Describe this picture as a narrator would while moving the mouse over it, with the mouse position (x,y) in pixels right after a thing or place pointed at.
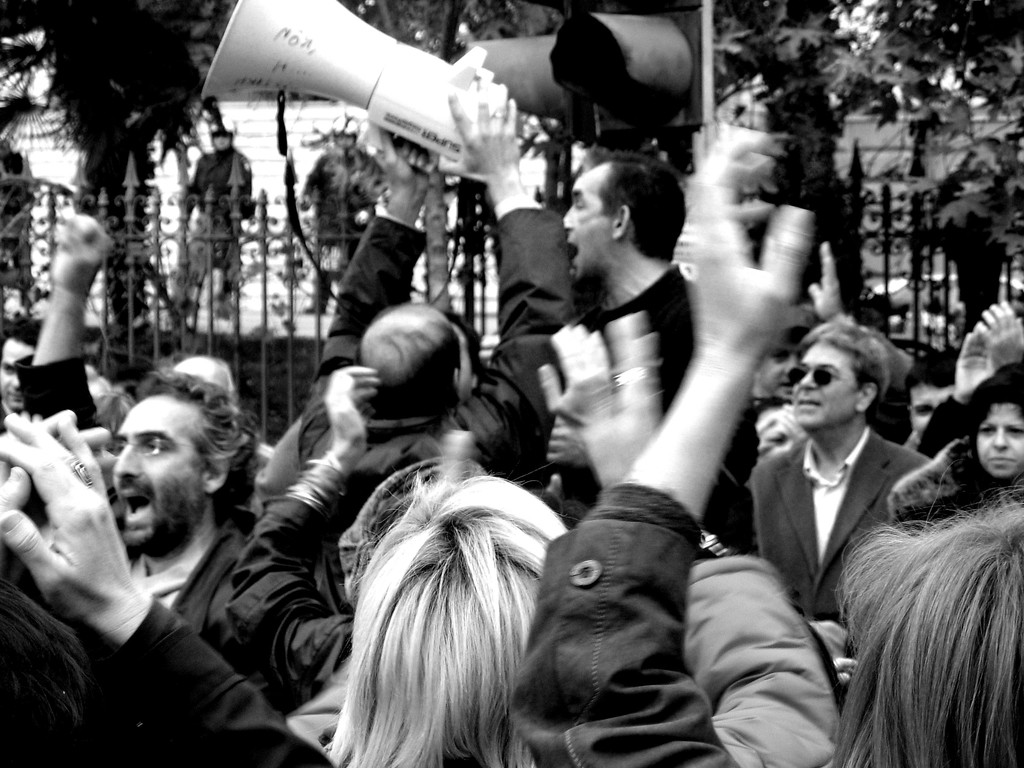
In this image, in the middle (647,259) there is a man (488,399), he is holding a mic (423,104). At the bottom (523,524) there are many people (563,514). In the background (158,221) there are people (196,216), railing (439,200), trees (179,111).
